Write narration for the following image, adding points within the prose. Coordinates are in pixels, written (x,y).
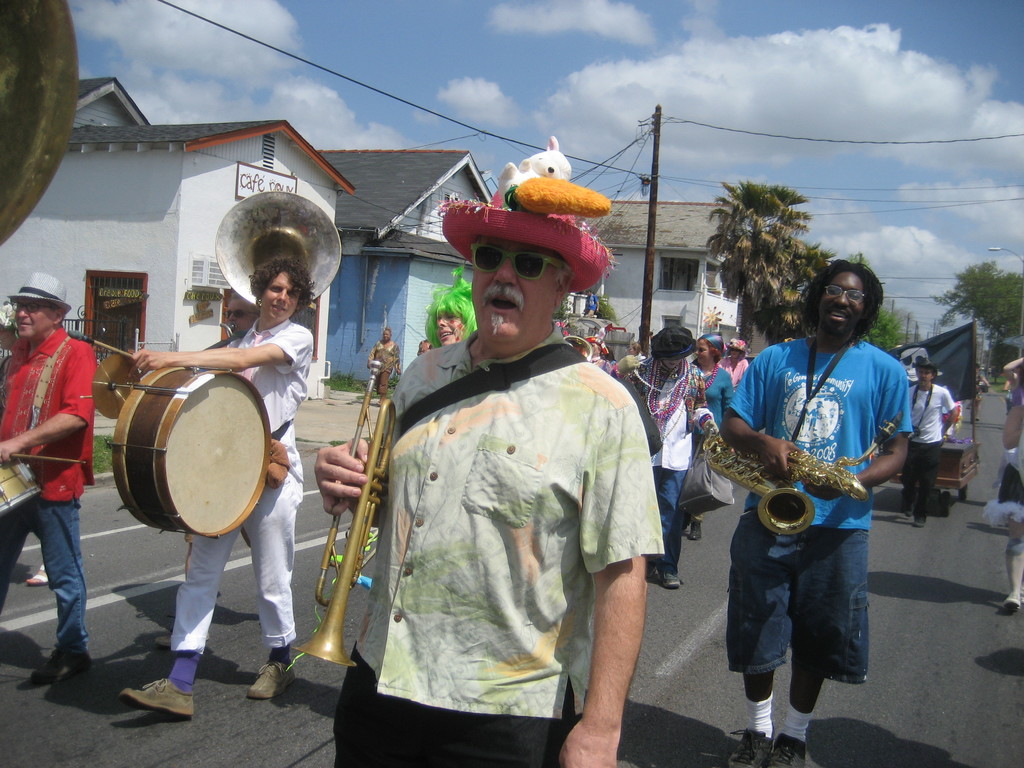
In the image we can see group of persons (549,358) were walking on the road (703,574) and holding musical instruments (772,484). On the right (781,416) two persons (461,537) were holding trumpet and saxophone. On the left (14,398) two persons (142,358) were holding drum (210,481) and they were smiling. In the background (577,70) we can see sky (447,82) with clouds (646,94), buildings (207,217) with black roof (396,183), trees (791,276), door (129,314) and banner (955,331).
